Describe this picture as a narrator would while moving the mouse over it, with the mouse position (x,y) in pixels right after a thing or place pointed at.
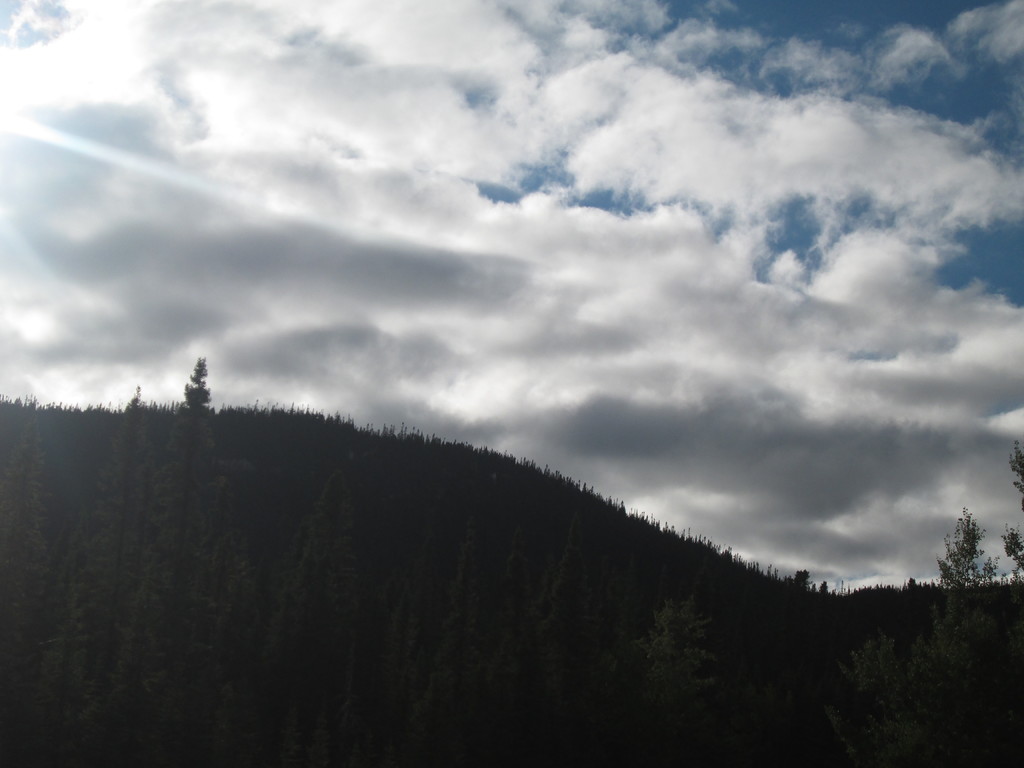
In this picture we can see a mountain (256,554). On the bottom (591,549) we can see many trees (434,563). On the top (344,116) we can see sky (805,17) and clouds (652,80). On the top left corner (41,65) there is a sun (50,89).
